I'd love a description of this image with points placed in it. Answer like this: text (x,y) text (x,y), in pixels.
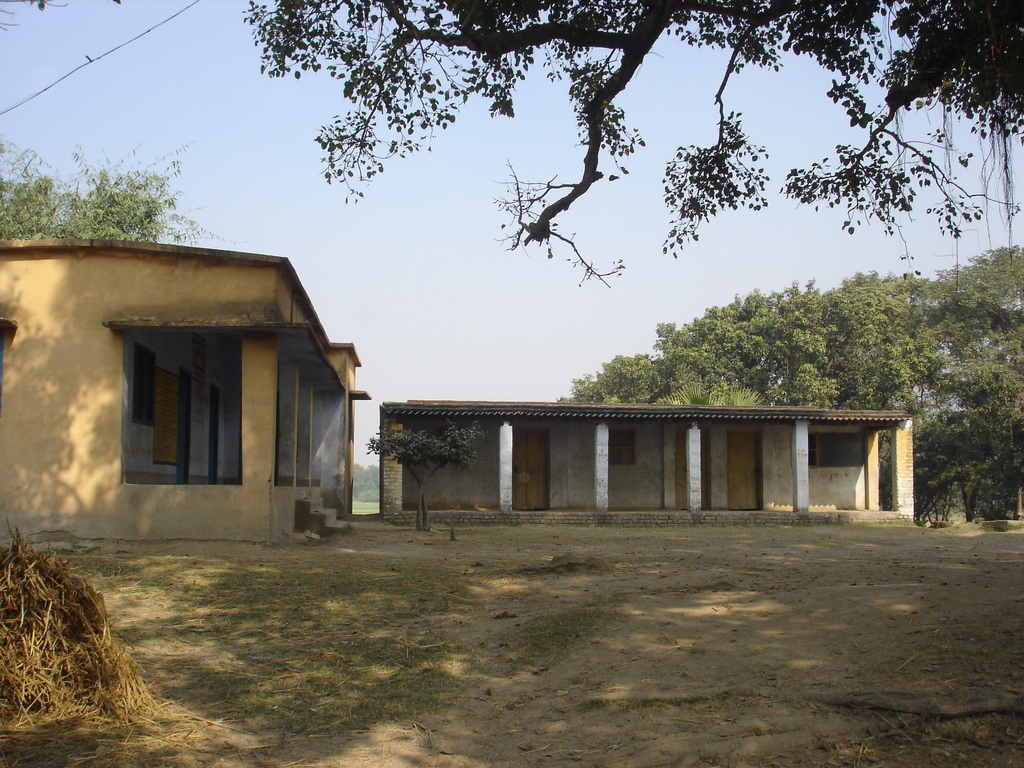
In this picture we can see the sheds (314,519), pillars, trees (980,450). At the bottom of the image (417,611) we can see the grass (386,662) and ground (618,650). In the bottom left corner (54,684) we can see the heap of dry grass (88,665). At the top of the image (430,136) we can see the sky (376,169).
